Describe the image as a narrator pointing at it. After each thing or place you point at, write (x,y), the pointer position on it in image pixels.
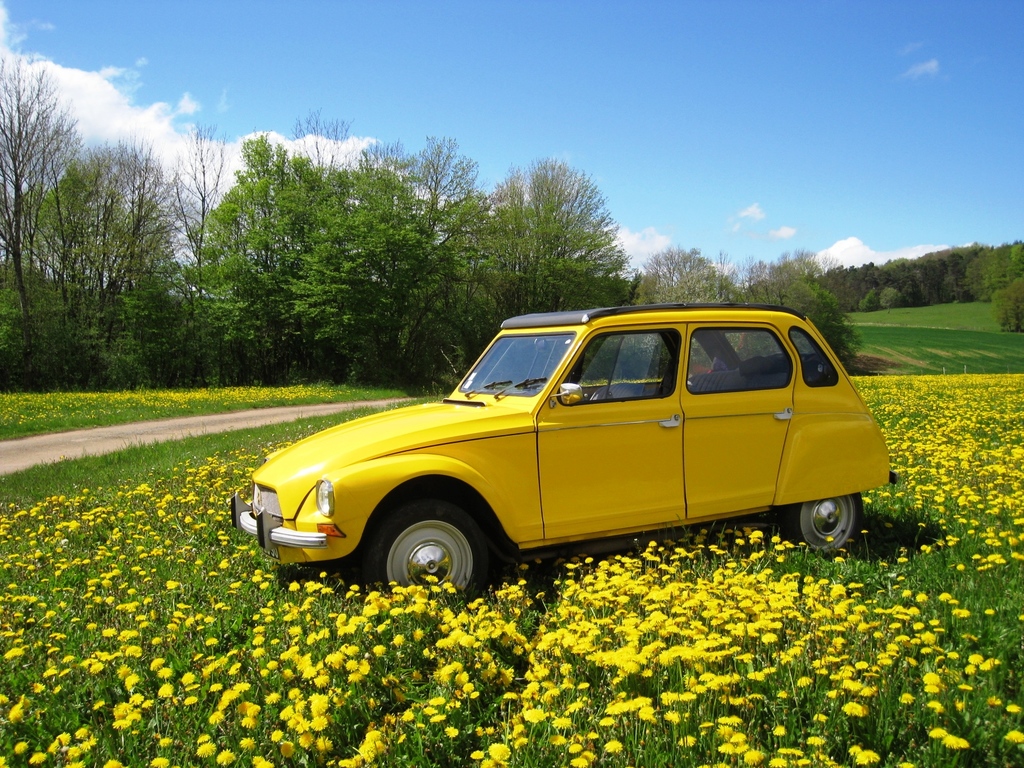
In the middle of the picture (550,314), we see a yellow color car (578,414). At the bottom of the picture (395,665), we see plants (490,659) which have flowers (594,653). These flowers (533,709) are in yellow color. In the background (102,357), we see plants (255,356) and trees (752,279). At the top of the picture (630,169), we see the clouds (895,257) and the sky (510,116), which is blue in color. This picture might be clicked in the garden (353,603).
